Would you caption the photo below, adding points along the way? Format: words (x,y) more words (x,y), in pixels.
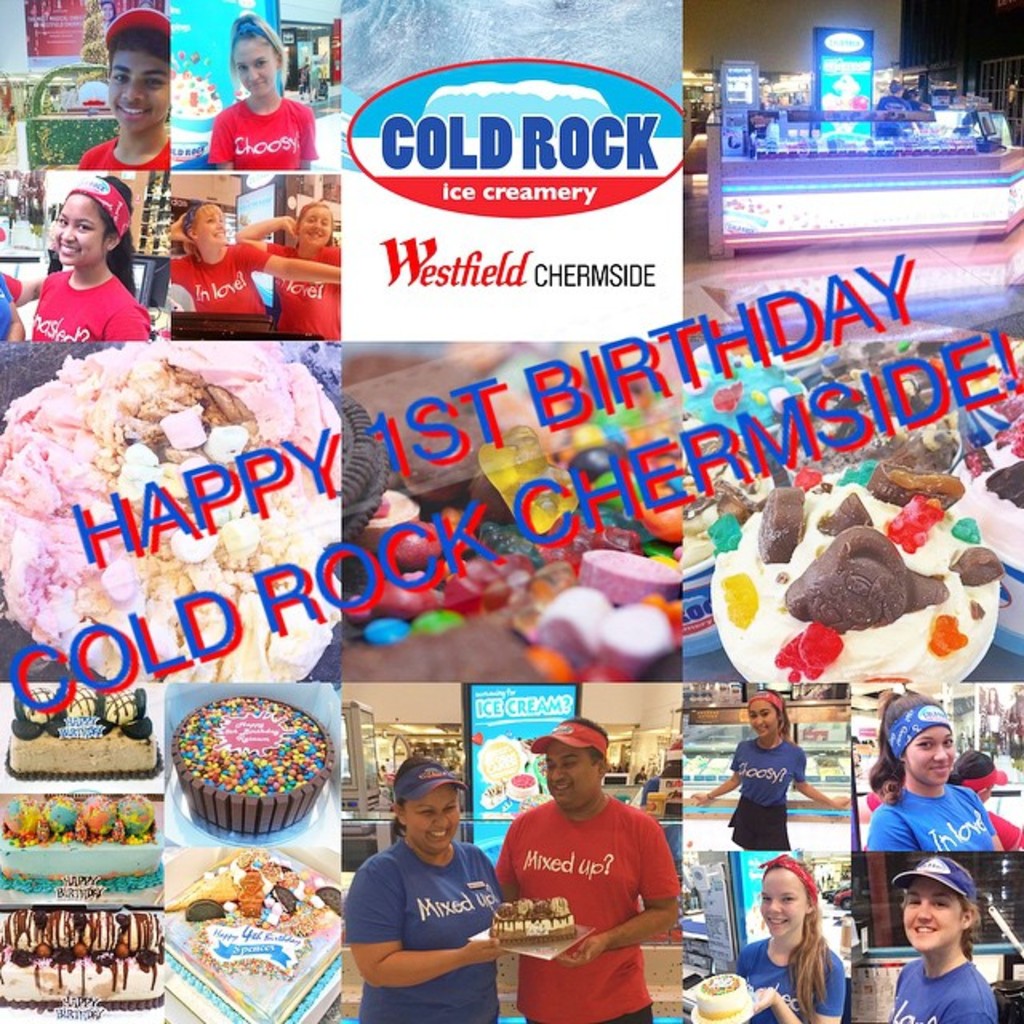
In this image I can see a group of people (743,797) are standing in a bakery (733,859) and holding cakes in their hand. At the top (625,182) I can see a logo (598,175), table (716,200) and a wall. This image is taken may be in a bakery (622,732).
